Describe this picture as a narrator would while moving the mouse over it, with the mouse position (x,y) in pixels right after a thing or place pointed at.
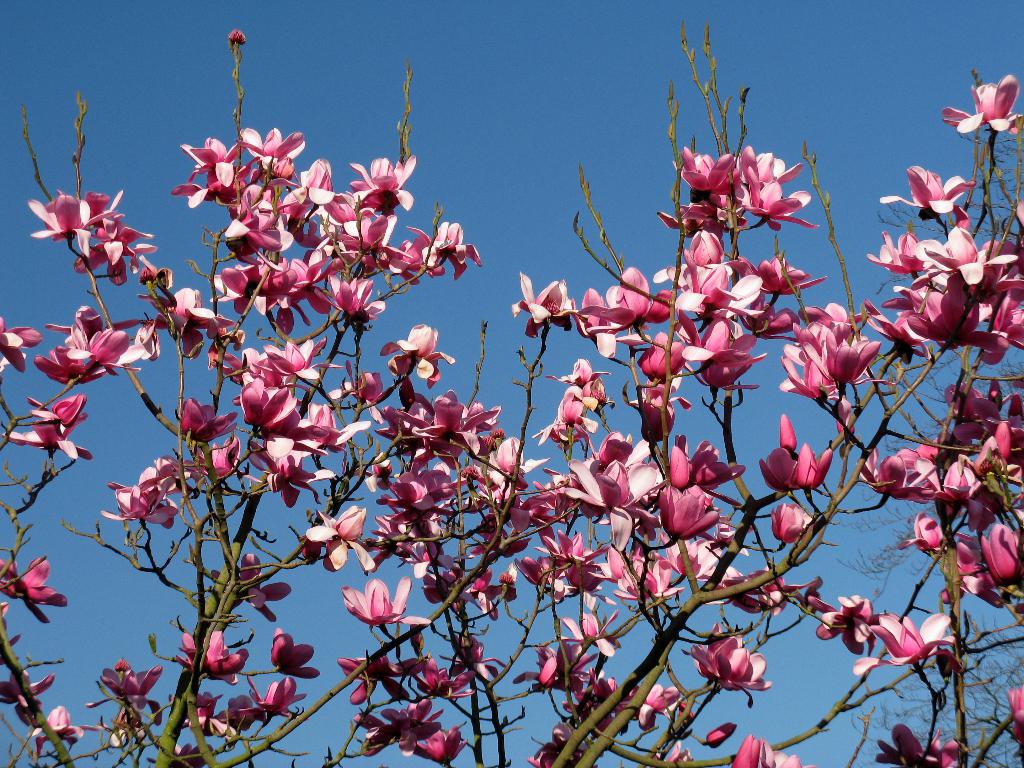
This is zoom-in picture of a tree (530,389) which has pink color flowers (589,387) on it.
